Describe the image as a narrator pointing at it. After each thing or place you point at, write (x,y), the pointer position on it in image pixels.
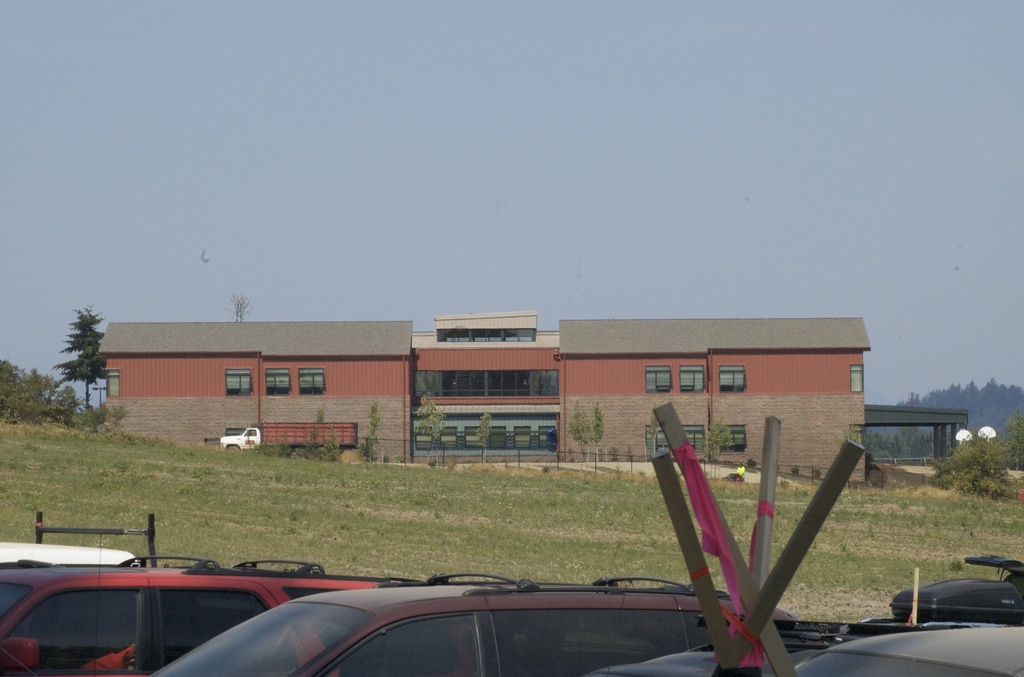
In this image few vehicles (256,440) and I see the grass (417,522). In the background (138,337) I see a building (666,397) and I see few trees (1001,429) and I see the sky (645,147).
